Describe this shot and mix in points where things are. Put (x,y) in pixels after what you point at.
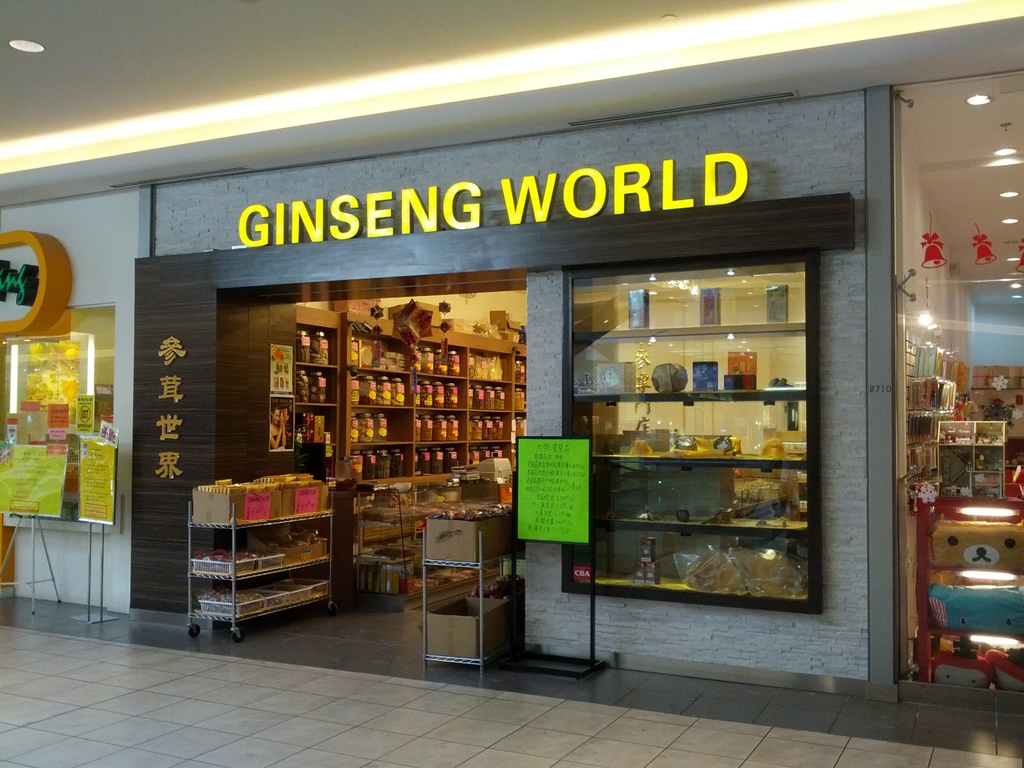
In this picture I can see few stores (851,386) and I see few boards (25,451) in front of the stores (293,483) on which there is something written. In the middle of this picture (463,323) I see a store (323,366) in which I see racks (343,315) on which there are number of things (607,380) and I see something is written on top of the store (664,178) and I see the floor (197,682) in front of this image. On the top of this picture (776,21) I see the lights (598,59).
